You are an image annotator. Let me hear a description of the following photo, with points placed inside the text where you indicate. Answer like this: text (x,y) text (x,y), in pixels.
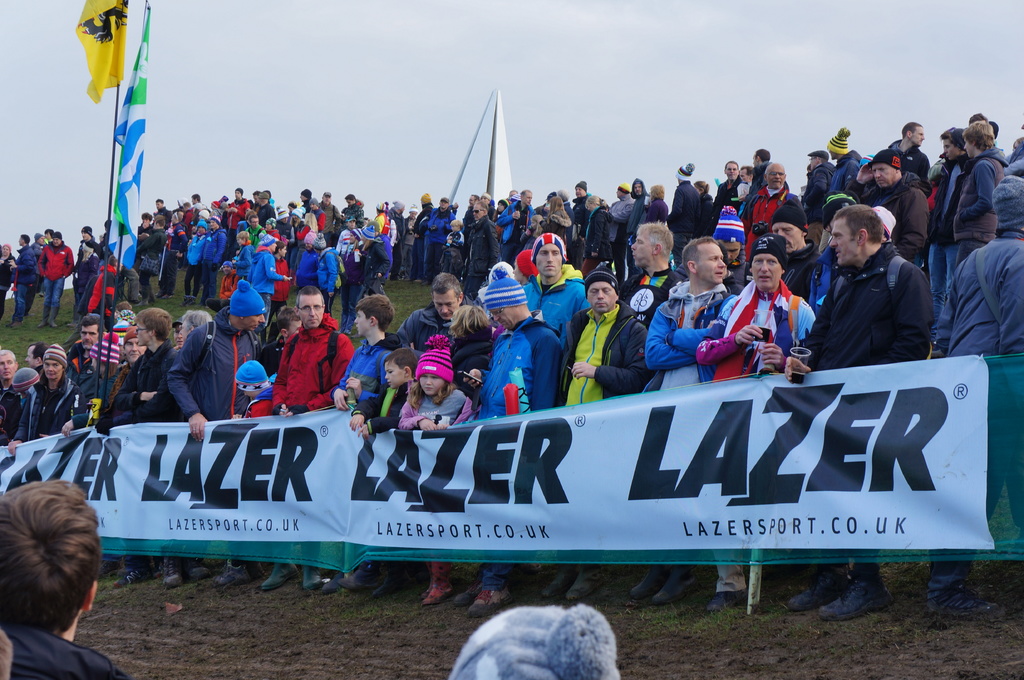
In this image we can see a few people (606,382), among them some people (590,394) are standing behind banner (546,441), there are some flags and in the background (626,153) we can see the sky (930,95).
